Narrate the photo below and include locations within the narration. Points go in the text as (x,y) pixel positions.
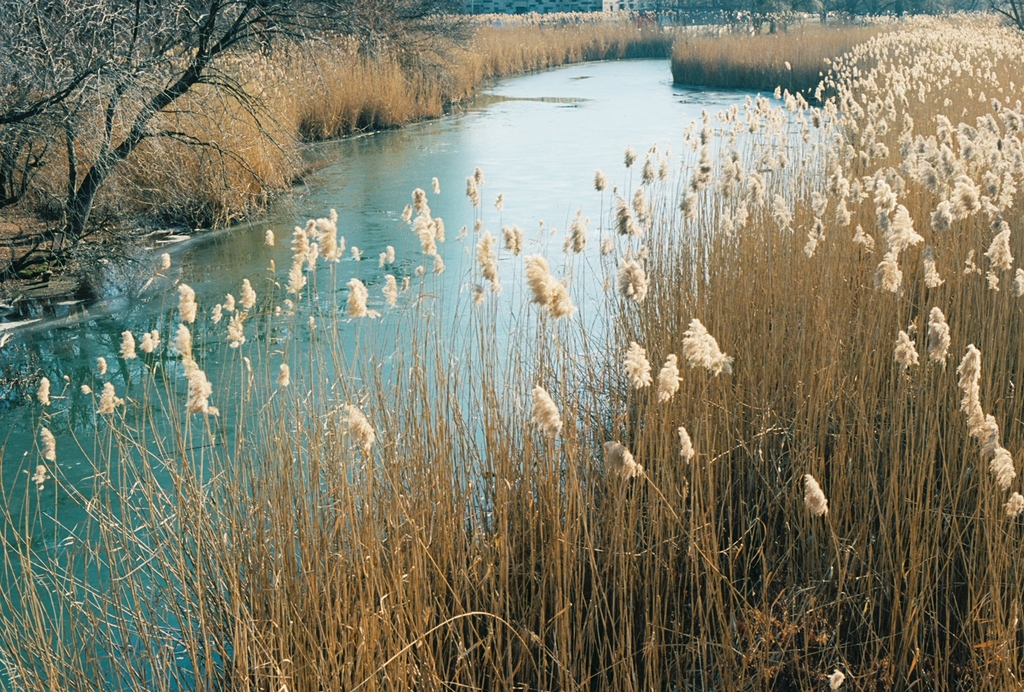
In this image there is a lake (557,137), on either side of the lake (465,131) there is grass (808,62) and there is a plant (121,83).
